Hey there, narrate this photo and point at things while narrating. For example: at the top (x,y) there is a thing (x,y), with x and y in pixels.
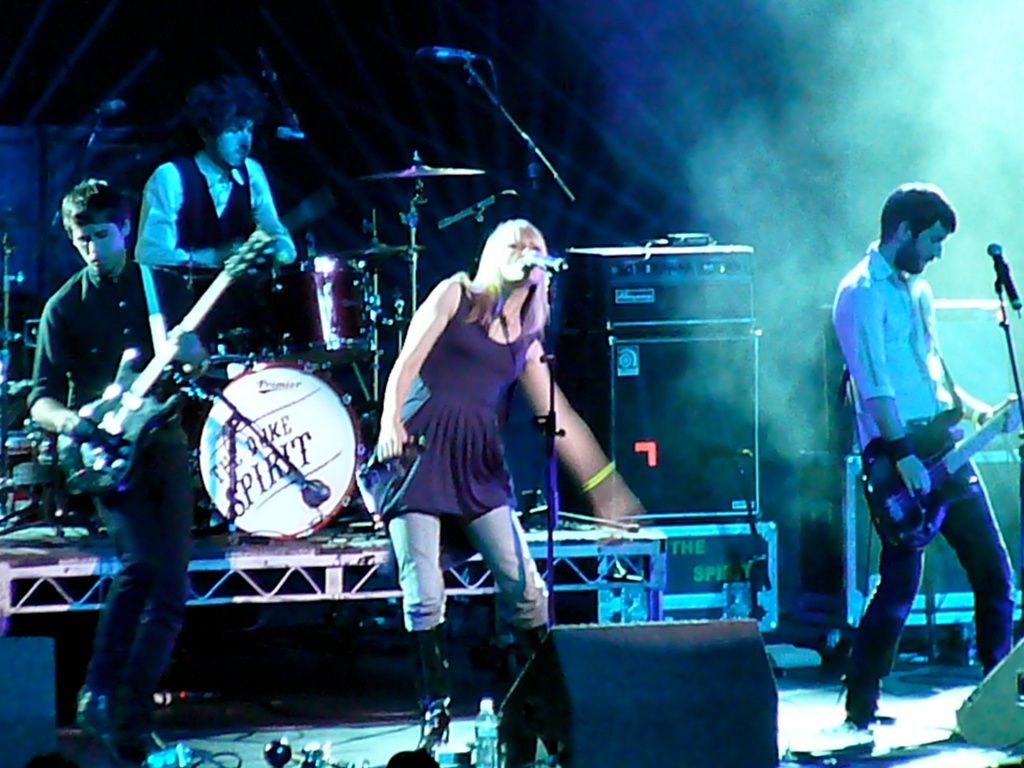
In this image we can see people (935,392) playing musical instruments (892,485). In the center of the image (457,416) there is a girl (500,491) singing song in a mic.
